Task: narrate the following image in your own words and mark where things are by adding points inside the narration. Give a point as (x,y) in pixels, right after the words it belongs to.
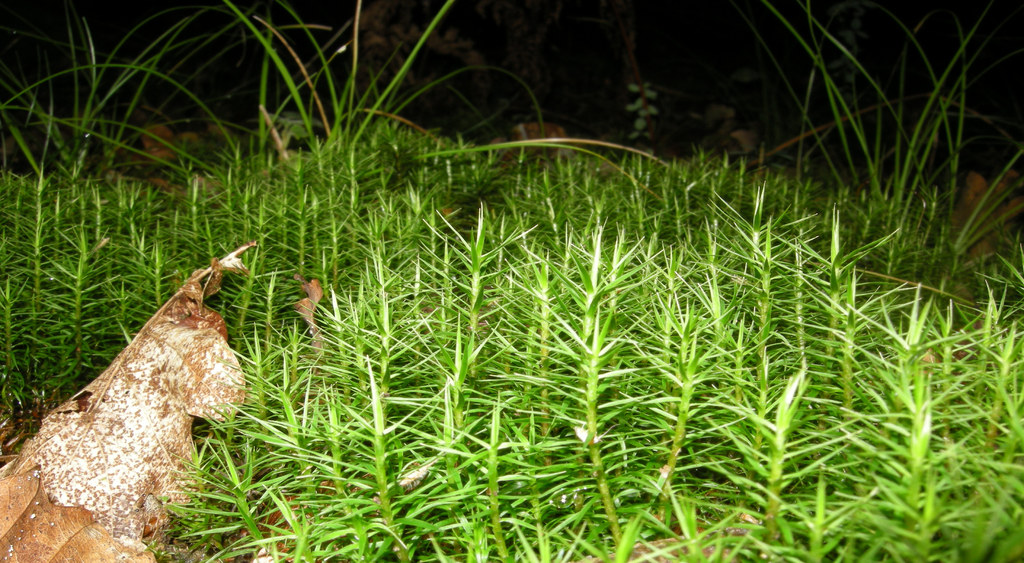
In this image, we can see some grass (186,259), plants (218,504). We can also see some dried leaves (155,522). We can also see the dark background (738,21).
